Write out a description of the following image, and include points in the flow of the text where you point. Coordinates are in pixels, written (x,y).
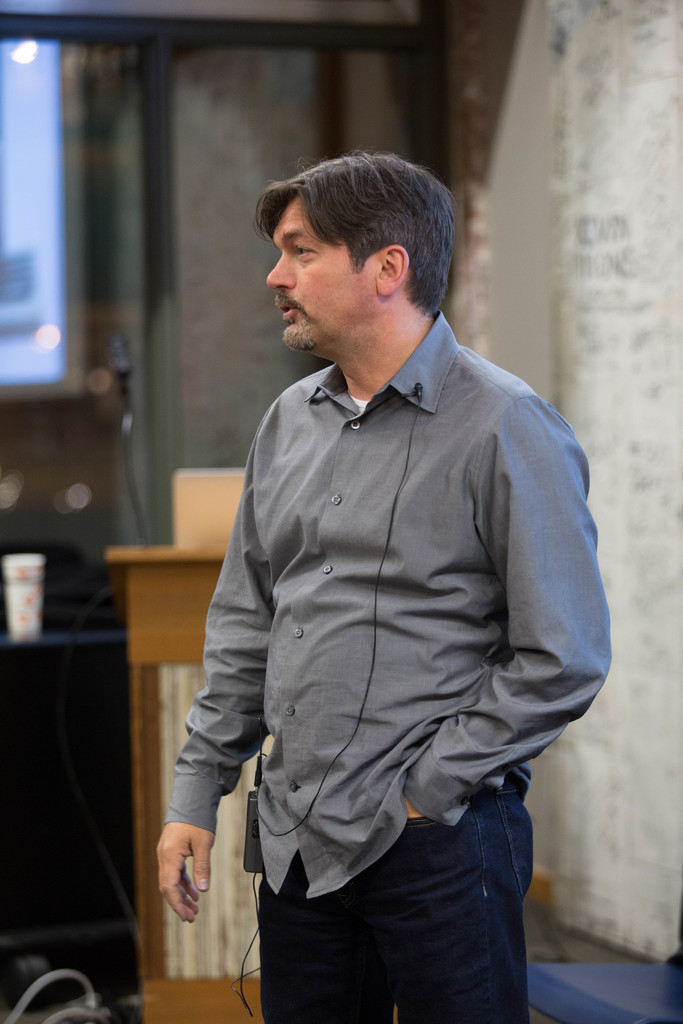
In this image we can see a person (319,761) standing. In the background of the image (499,88) there is wall (464,67). There is a glass window (100,124). There is a podium (180,1010).
